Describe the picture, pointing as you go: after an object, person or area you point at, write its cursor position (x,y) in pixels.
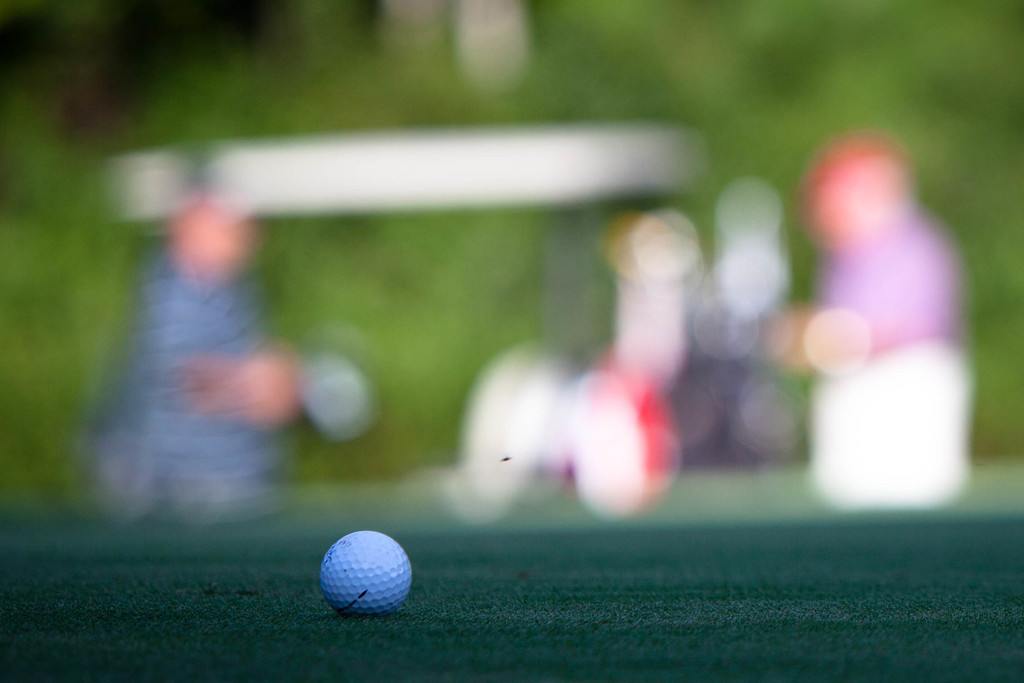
In this image, this looks like a golf ball (374,537). The background (745,146) looks blurry.
